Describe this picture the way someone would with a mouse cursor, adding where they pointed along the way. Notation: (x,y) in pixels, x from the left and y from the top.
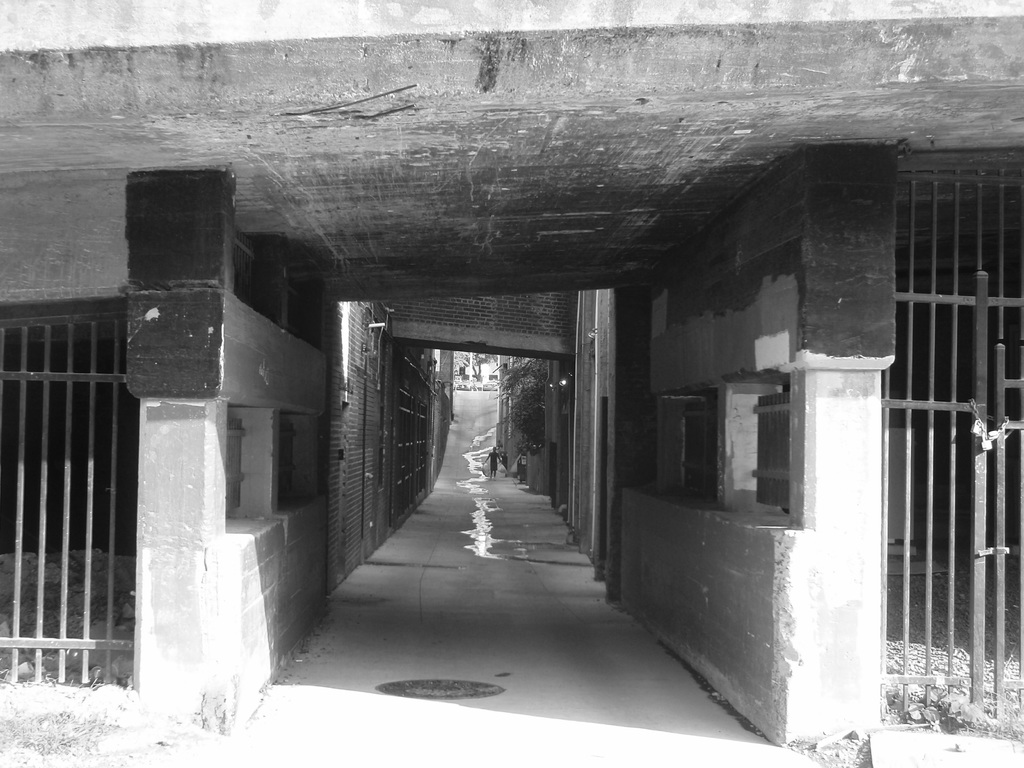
In this image we see there is a narrow street (473,461) and on the right side (979,388) there is a gate (954,468) made of iron (1005,395).
